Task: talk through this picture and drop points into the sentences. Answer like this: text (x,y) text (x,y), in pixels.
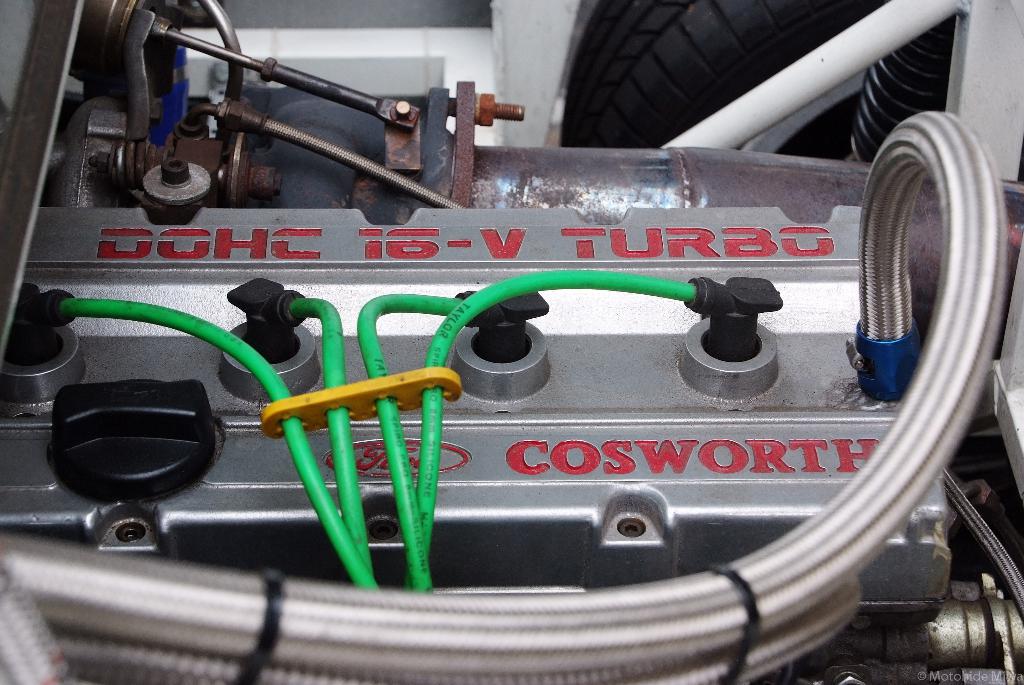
In this image we can see that there is a motor (622,371) in the middle (538,430) to which there are connected wires (381,357). On the right side (735,89) top corner there is a Tyre (705,91).
